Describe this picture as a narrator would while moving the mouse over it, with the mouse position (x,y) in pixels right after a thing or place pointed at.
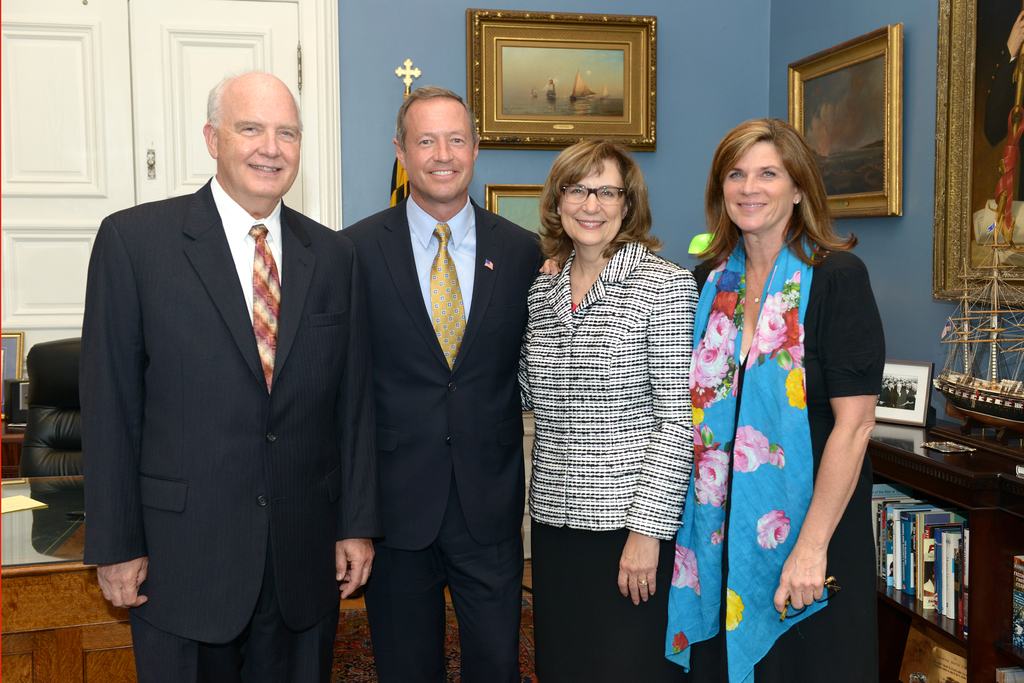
In the center of the image (492,268) there are four people (491,601) standing. In the background of the image (370,42) there is wall (377,144). There are photo frames (576,133). There is a white color door (72,10). There is a black color chair (55,413). To the right side of the image (990,496) there is a bookshelf (927,428) on which there are objects (943,342).
